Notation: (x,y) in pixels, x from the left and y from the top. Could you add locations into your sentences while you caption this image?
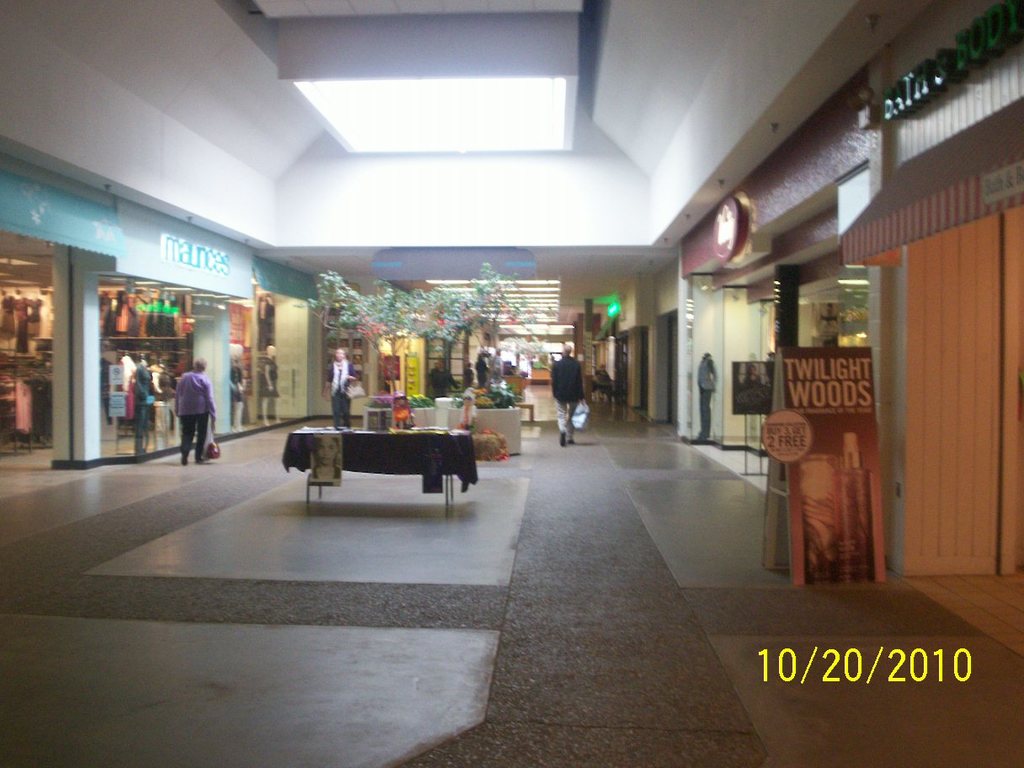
In this image, I can see few people (214,410) walking. This is a table (381,450), which is covered with a cloth (355,456) and few objects (377,432) are placed on it. This looks like a tree (481,311). These are the shops (239,336). I can see the clothes (124,330) hanging. These are the name boards (231,259). This looks like a board (787,472), which is kept on the floor (692,601). I can see the watermark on the image.
